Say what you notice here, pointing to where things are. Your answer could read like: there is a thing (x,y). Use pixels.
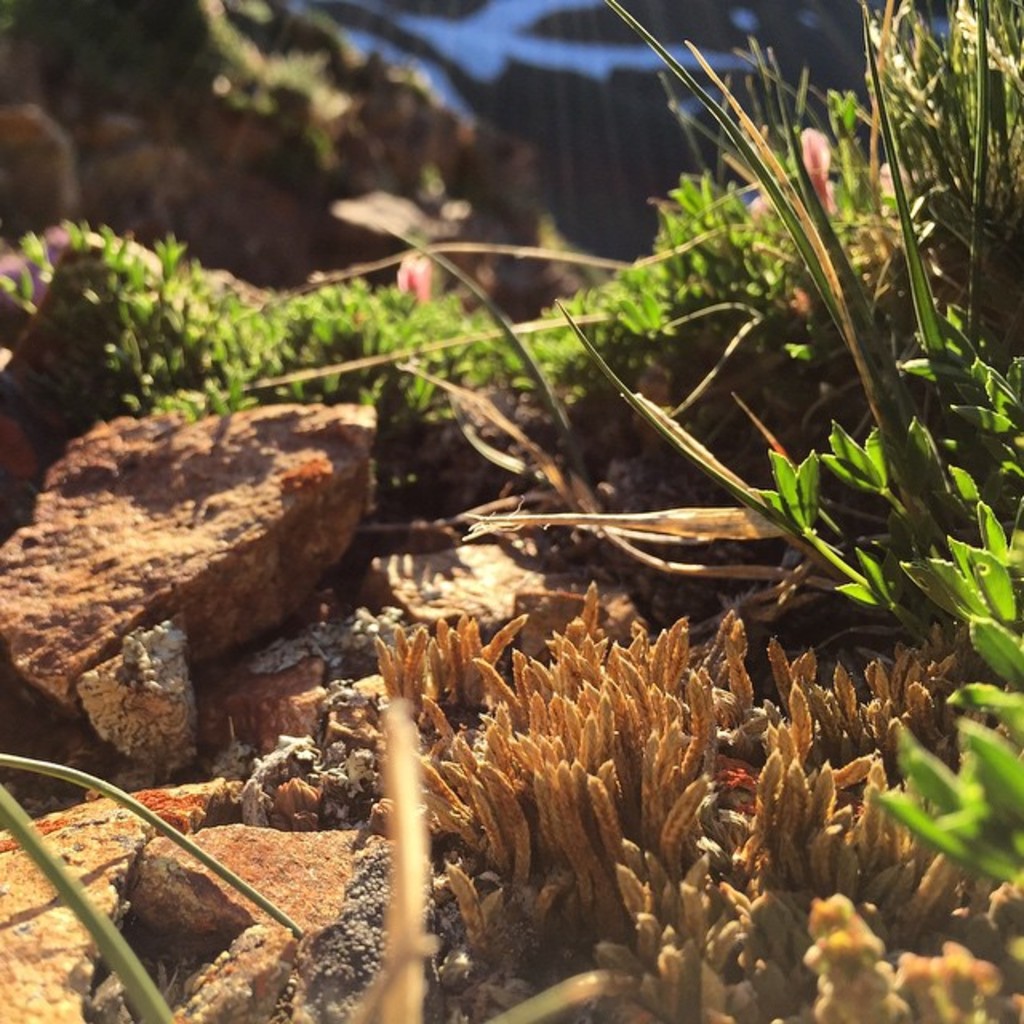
In the picture we can see some plants (917,830), some grass (172,837) and some moss (866,895) and besides it we can see some rocks (234,625).
